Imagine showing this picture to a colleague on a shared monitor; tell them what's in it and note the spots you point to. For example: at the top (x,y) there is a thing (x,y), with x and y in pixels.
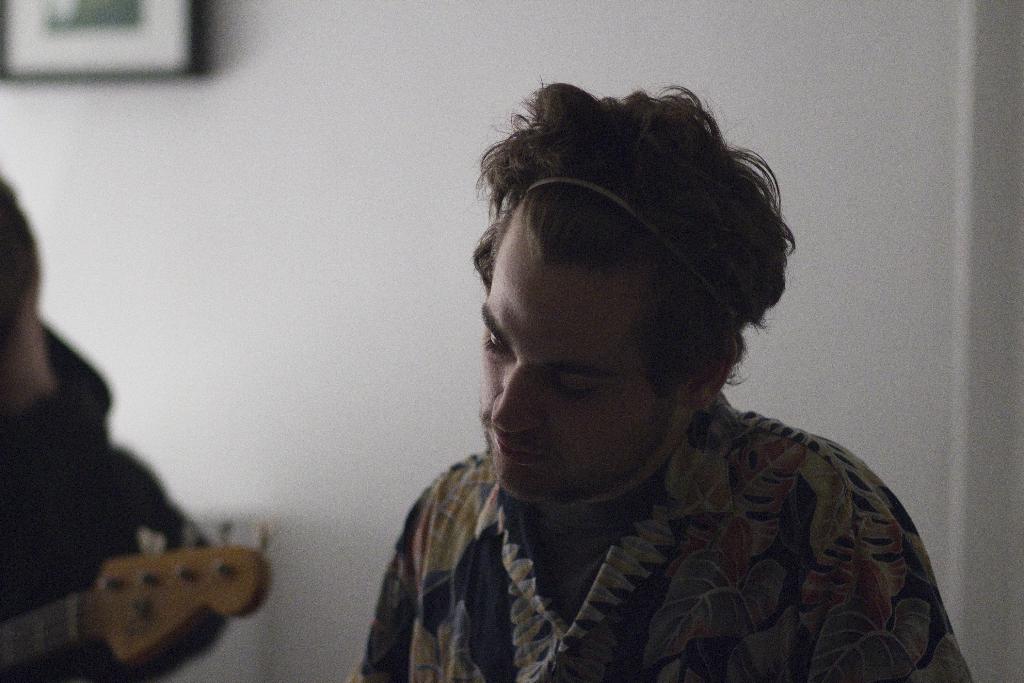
Here in the front (491,322) we can see a man (678,677) and beside him we can see a person (15,391) holding guitar (140,659).
